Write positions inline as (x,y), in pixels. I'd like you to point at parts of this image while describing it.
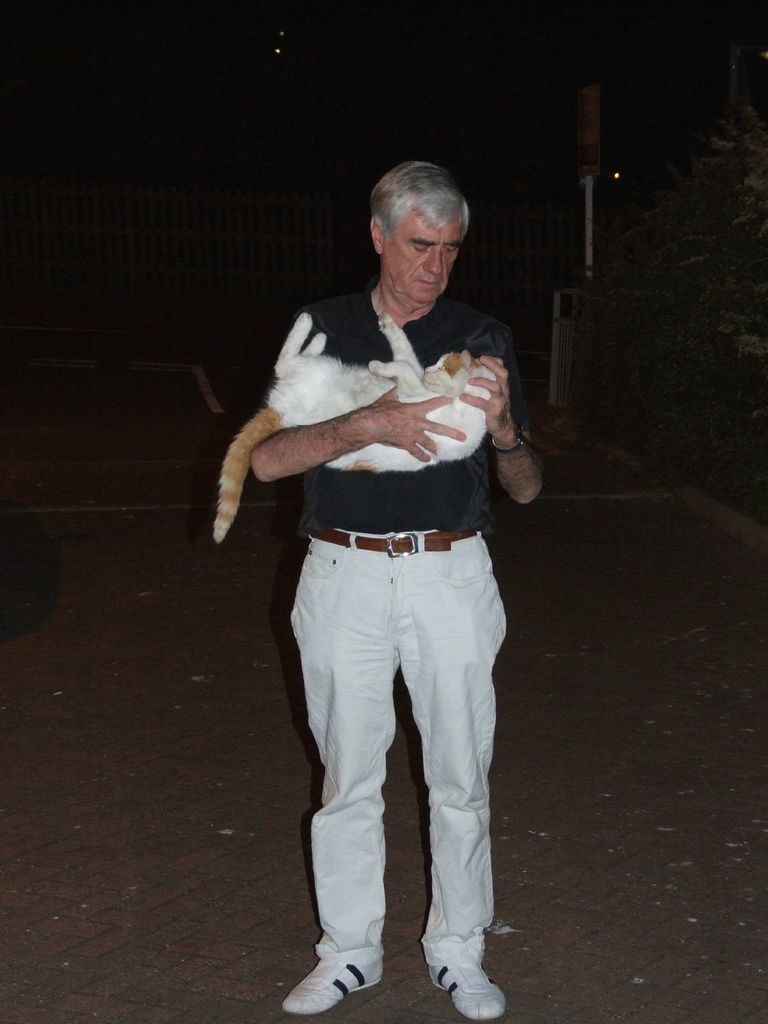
In this picture I can see a man (422,535) standing and holding a cat (468,368) and I can see plants (669,338) and a dark background (384,55).
